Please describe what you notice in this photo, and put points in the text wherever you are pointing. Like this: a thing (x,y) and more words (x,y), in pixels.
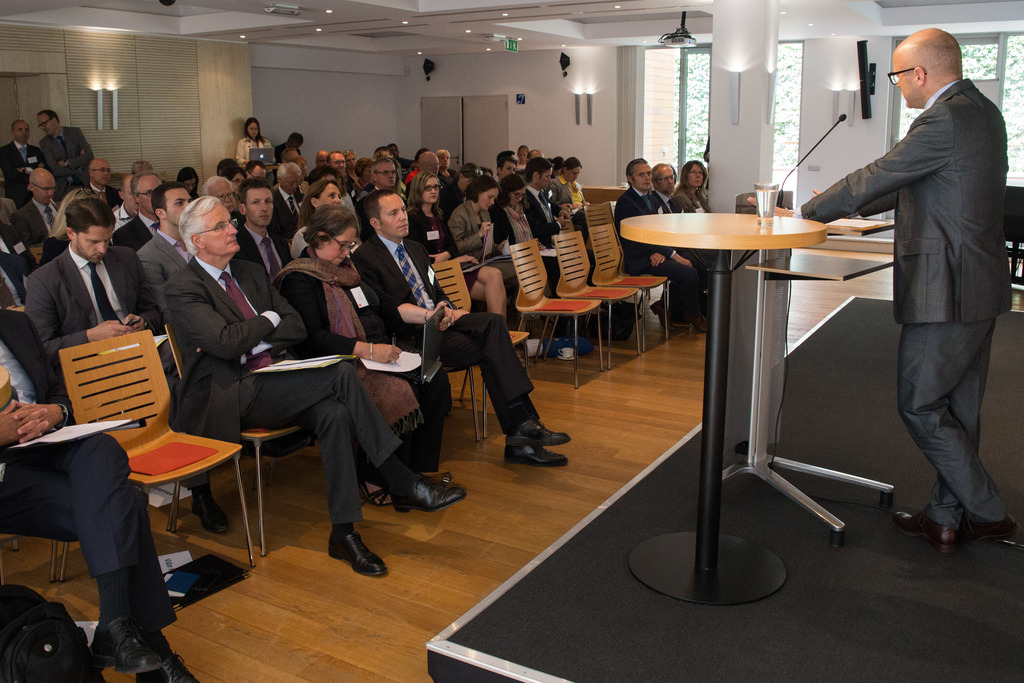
It seems to be the image is inside the conference hall (887,59). On right side (926,65) there is a man (904,189) standing in front of a podium (778,300), on podium (807,267) we can see a microphone (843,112) and also a table glass (762,220) on it. On left side (137,188) we can see group of people (285,193) sitting on chair (117,358) and few people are standing in middle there is a door (482,123) white color wall (524,123) and a window (682,101), on top (483,12) there is a roof (466,13) with few lights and a projector (680,40) which is in white color.
